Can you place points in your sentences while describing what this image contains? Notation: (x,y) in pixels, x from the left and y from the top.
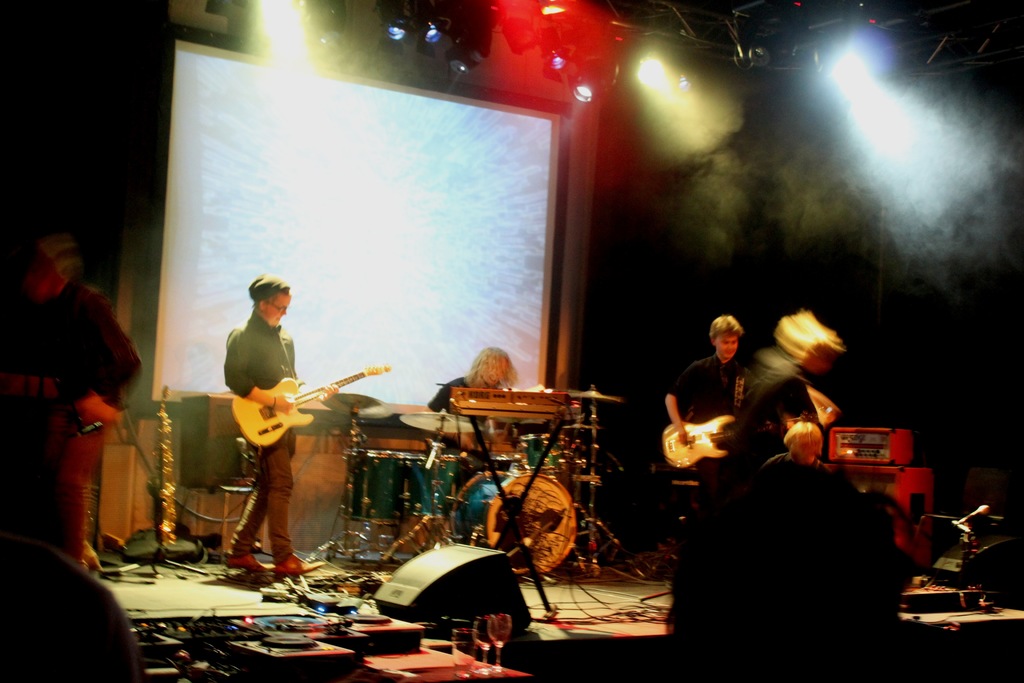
It looks like a music concert there are few people (706,407) on the stage (142,609) and playing the musical instruments (571,478) in the background (408,288) there is a projector (369,106) and lot of different color of lights (289,50).
